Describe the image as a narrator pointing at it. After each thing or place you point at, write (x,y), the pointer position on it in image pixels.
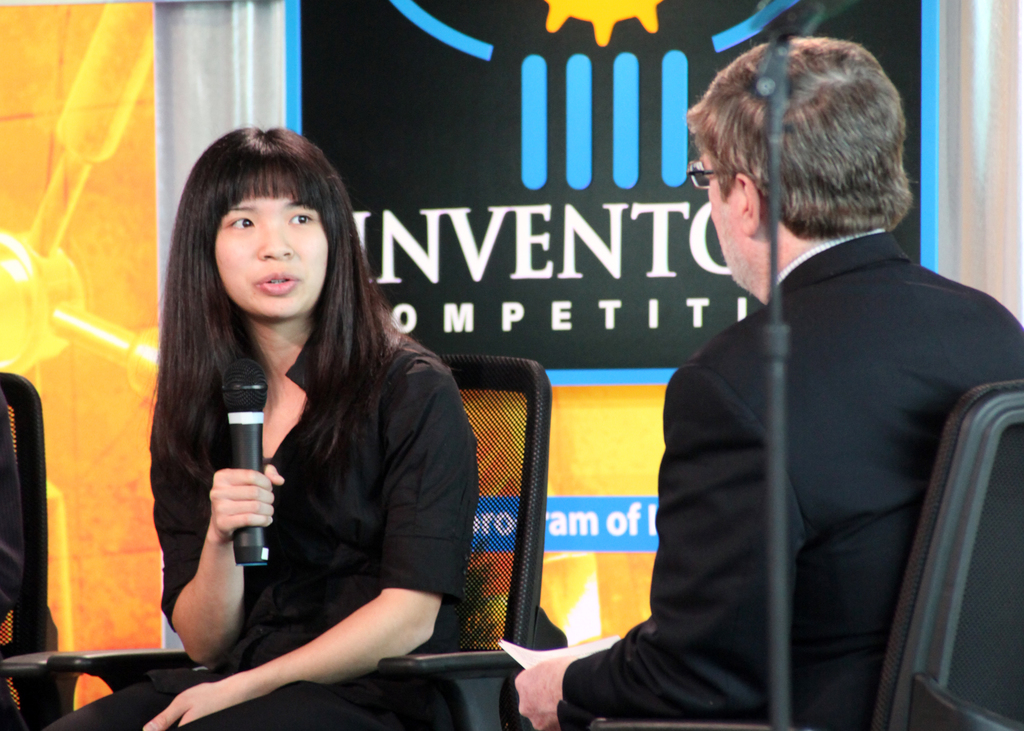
In this picture we can see a man (705,549) wore a spectacle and sitting on a chair (765,729) and holding a paper (535,657) with his hand (554,695) and in front of him we can see a woman (228,535) holding a mic (240,389) with her hand (283,479) and sitting on a chair (515,666) and in the background (54,520) we can see banners (355,23).
